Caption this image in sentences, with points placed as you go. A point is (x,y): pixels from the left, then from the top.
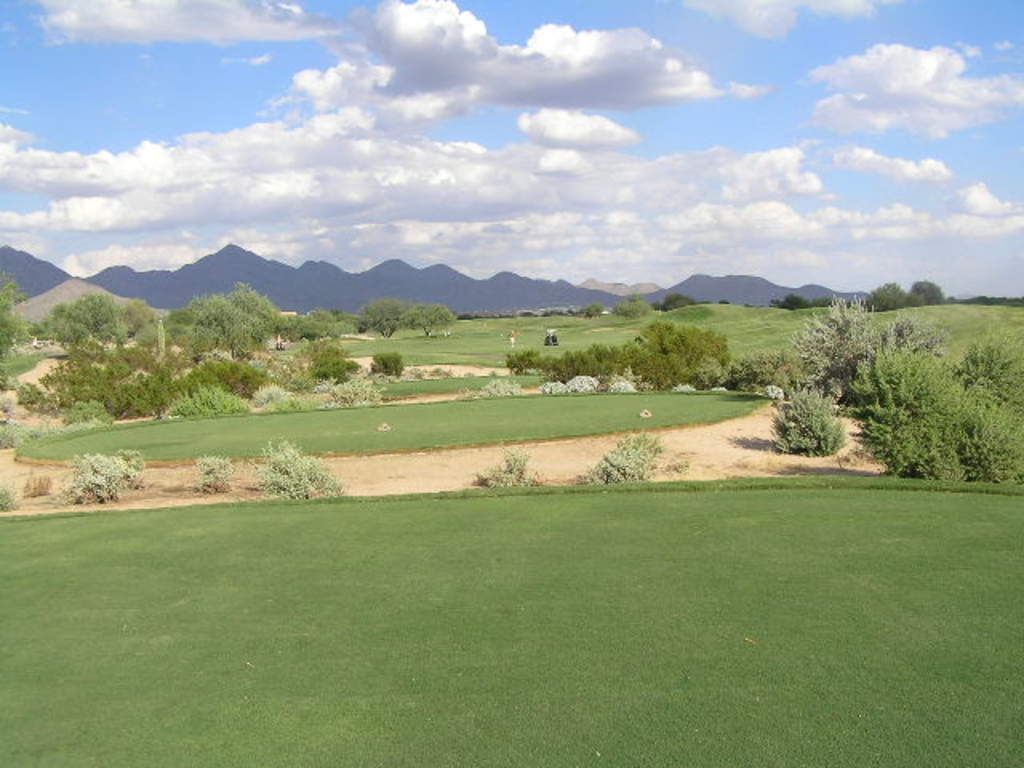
In this picture we can see grass (709,309), plants (756,354), trees (317,319) and vehicle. In the background of the image (264,279) we can see hills (749,287) and sky (526,149) with clouds (526,146).
